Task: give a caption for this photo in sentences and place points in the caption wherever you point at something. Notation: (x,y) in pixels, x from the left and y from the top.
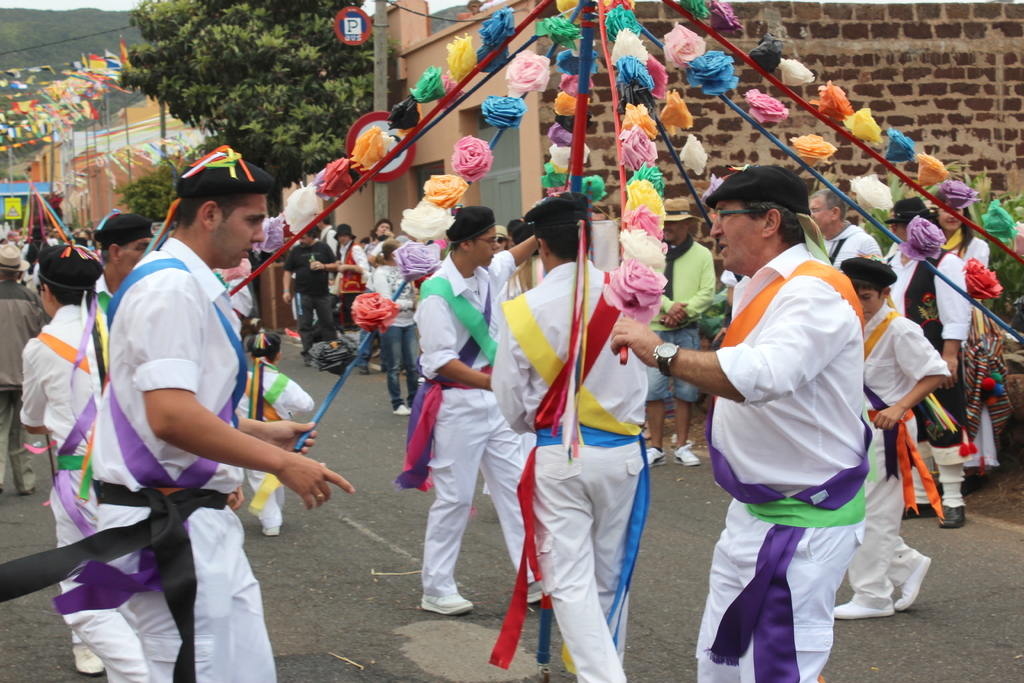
As we can see in the image there are few people (452,370) here and there, flower (631,257), houses (681,188), tree (275,138) and the people (234,429) in the front (740,290) are wearing white color dresses (455,520).
